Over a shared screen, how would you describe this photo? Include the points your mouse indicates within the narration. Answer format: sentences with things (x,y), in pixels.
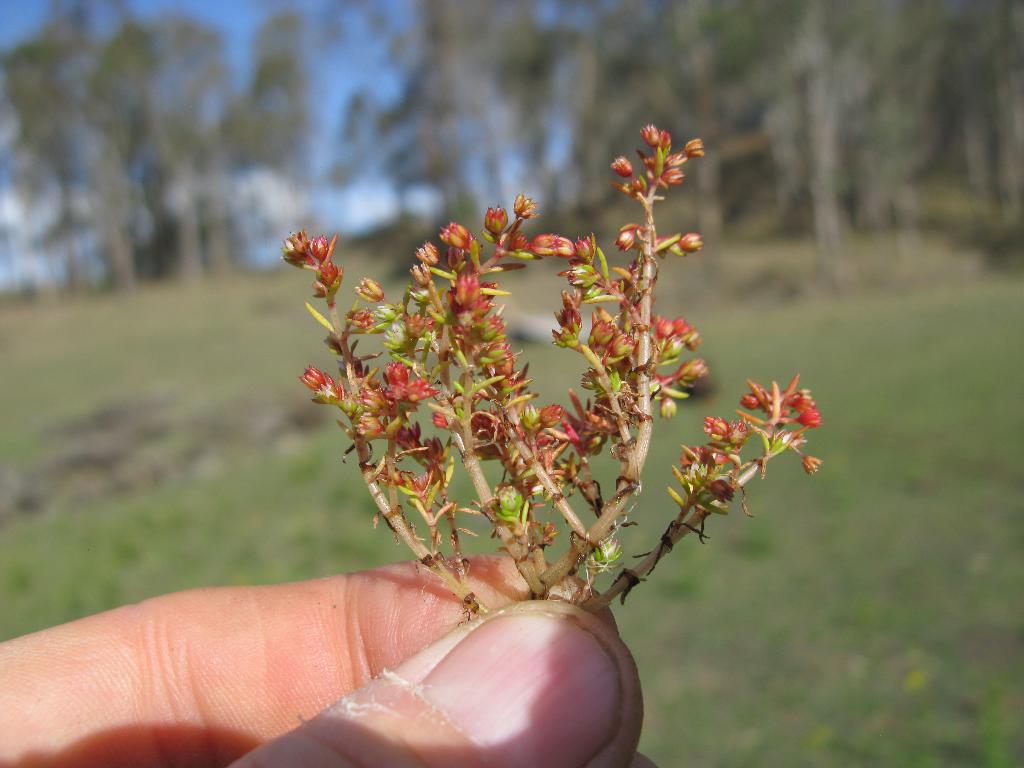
In this picture we can observe small flower buds (391,315). These flower buds (564,315) were held by a human hand (264,724). We can observe some grass (809,600) on the ground (883,514). In the background (336,139) there are trees (221,112) and a sky (309,122).
